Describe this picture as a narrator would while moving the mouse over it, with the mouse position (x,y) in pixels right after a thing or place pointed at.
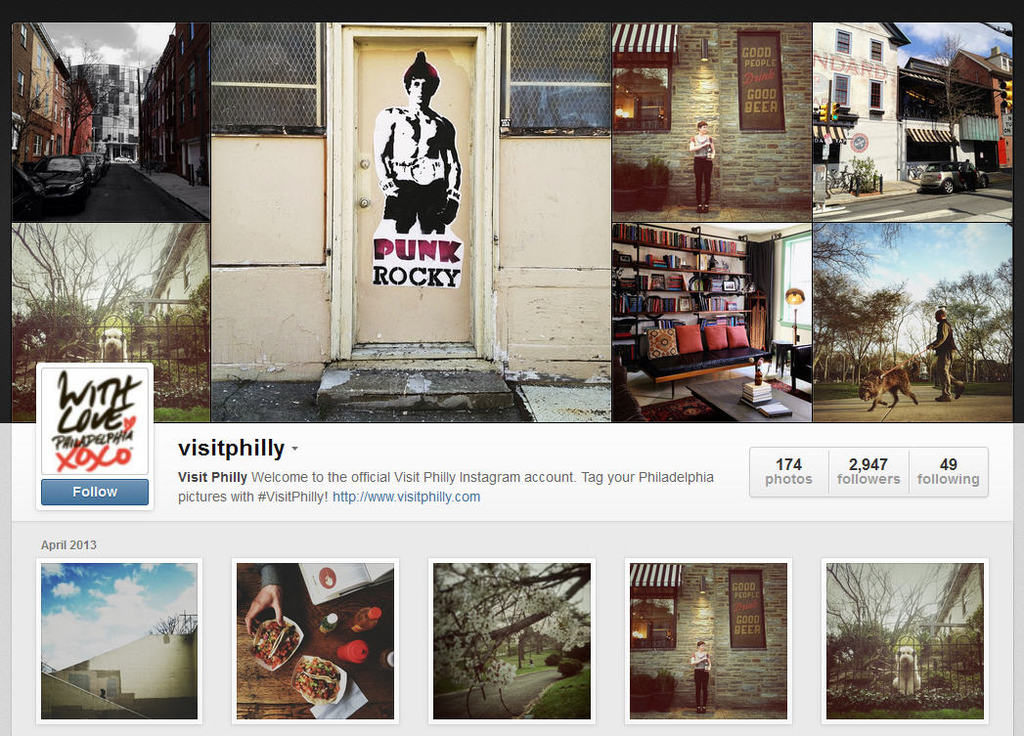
In this image I can see the screenshot. I can see few buildings (104,103), windows (638,90), trees (80,90), vehicles (76,200), stores (680,144), door (454,107), lights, book-racks (677,274), couch (686,365), pillows (694,349), food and few objects (756,394) on the table (748,381). The sky (131,589) is in white and blue color. Something is written on it.
